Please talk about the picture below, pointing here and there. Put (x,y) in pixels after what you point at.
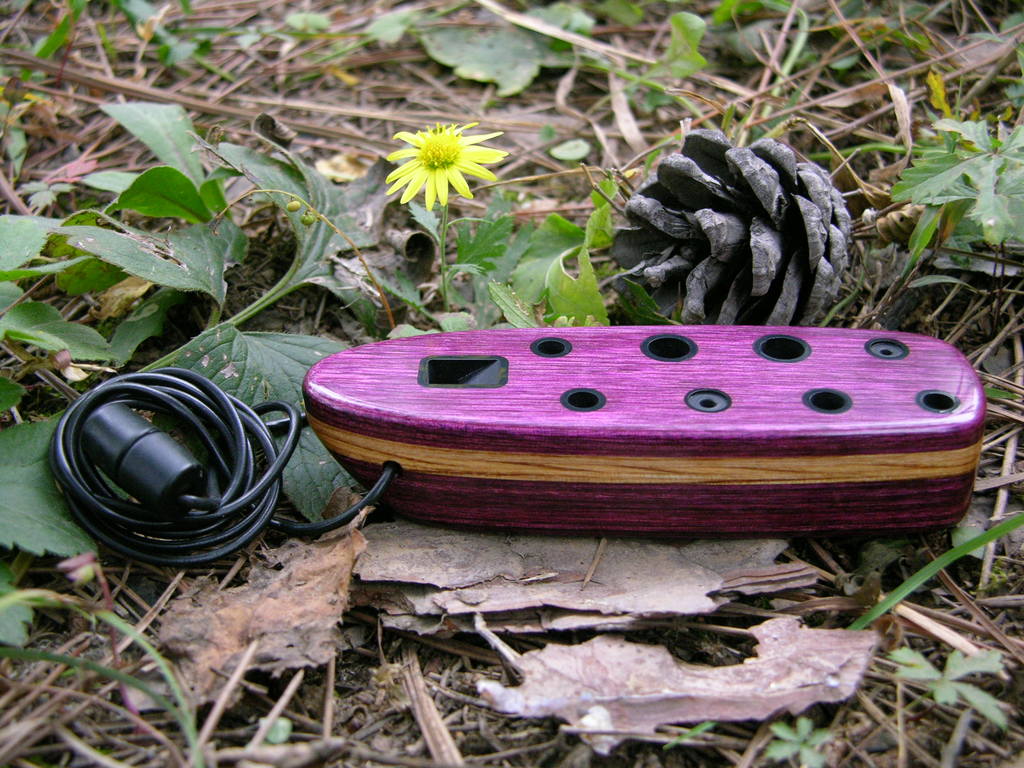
At the bottom of the image (237,686) there are dry leaves (170,611) on the ground (152,607). And also there is a purple color plug box (543,432) with a wire (138,527) connected to it. Behind the box (547,362) there is a pine cone (707,194) and a yellow flower (429,203) with the leaves (334,203).
